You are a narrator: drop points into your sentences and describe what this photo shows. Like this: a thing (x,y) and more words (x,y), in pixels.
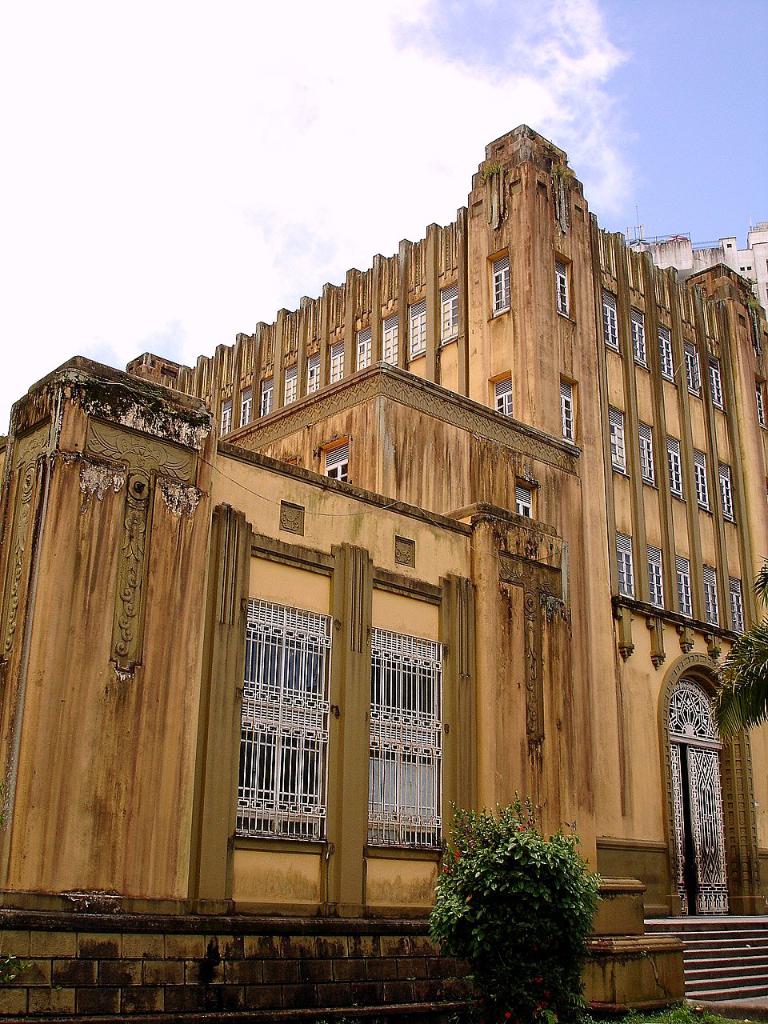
In this picture we can observe a plant (527,889). There is a building (397,779) which is in cream color. In the background (313,232) there is a sky (362,93) with clouds (378,67).
